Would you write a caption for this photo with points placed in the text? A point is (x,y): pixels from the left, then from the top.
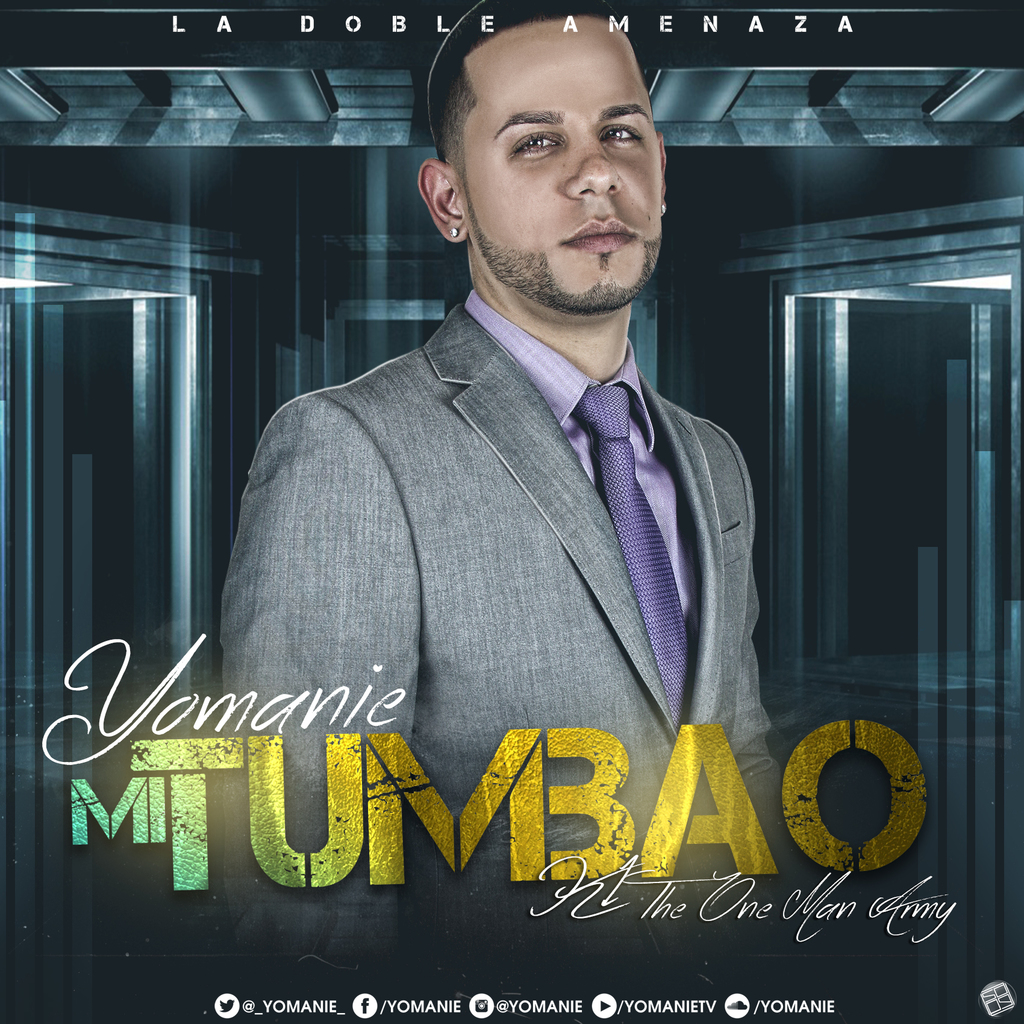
In this image we can see a poster (403,298) in which we can see a person (564,605) wearing blazer (528,564), shirt (676,574) and purple color tie (655,577). Here we can see some edited text (141,814).
